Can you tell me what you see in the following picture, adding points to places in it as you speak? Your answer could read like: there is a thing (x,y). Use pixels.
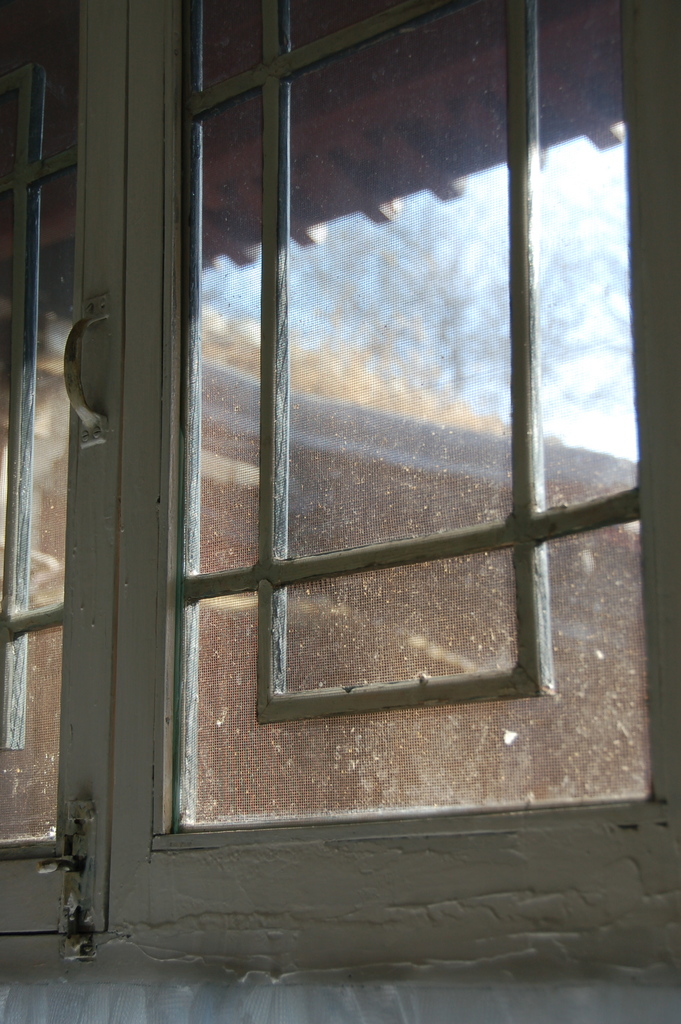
This is a zoomed in picture. In the foreground (135,662) we can see the window (120,657) and through the window (265,294) we can see the sky (454,246) and a building (340,462).
